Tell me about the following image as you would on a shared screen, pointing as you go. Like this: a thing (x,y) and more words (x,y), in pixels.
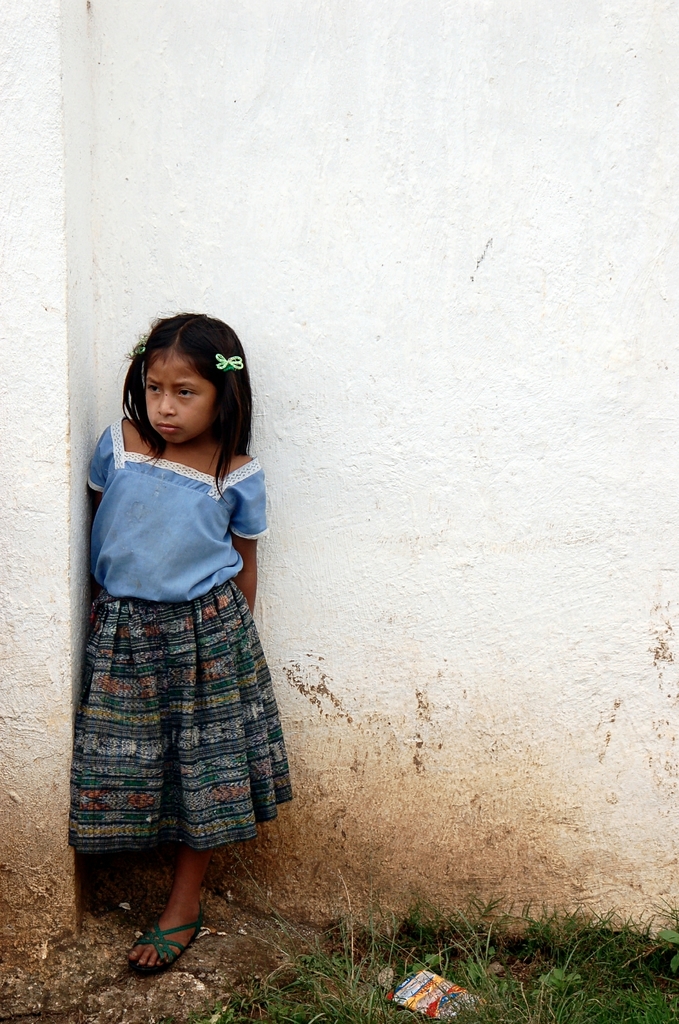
In this image, I can see a girl (109,785) standing. This is the wall (348,271), which is white in color. At the bottom of the image (427,976), I can see the grass (382,964) and a paper (427,996).
